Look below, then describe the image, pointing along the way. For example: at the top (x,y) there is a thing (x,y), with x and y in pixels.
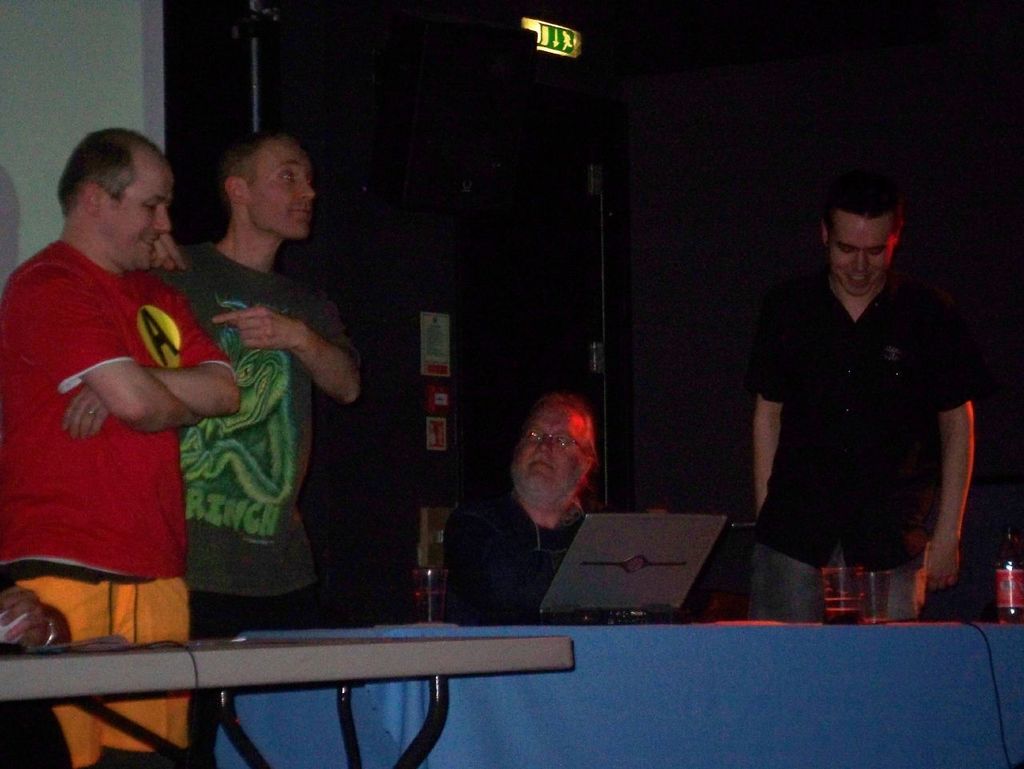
In this image we can see these three persons (279,314) are standing and this man (543,498) is sitting in front of the table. There is a laptop (628,592), glass (827,601) and a bottle (1019,558) on the table (749,636).
